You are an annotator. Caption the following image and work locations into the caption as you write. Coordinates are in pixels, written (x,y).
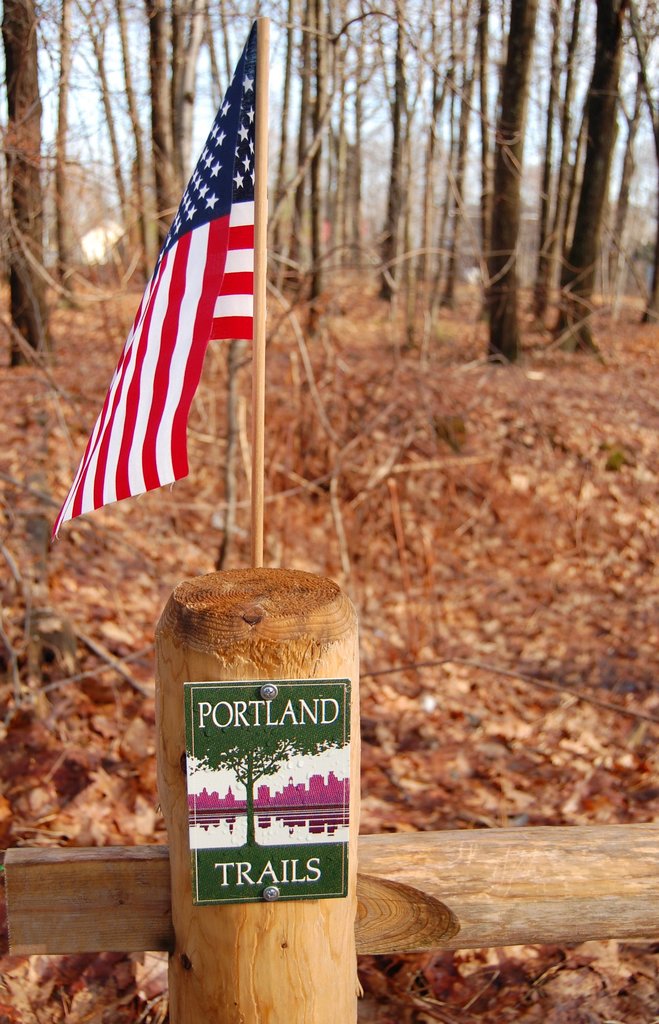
In front of the image there is a flag (222,209) and a name board (287,770) on the wooden fence (288,824), behind the fence (293,855) there are trees (310,110) there are dry leaves (284,428) on the surface (83,555).
